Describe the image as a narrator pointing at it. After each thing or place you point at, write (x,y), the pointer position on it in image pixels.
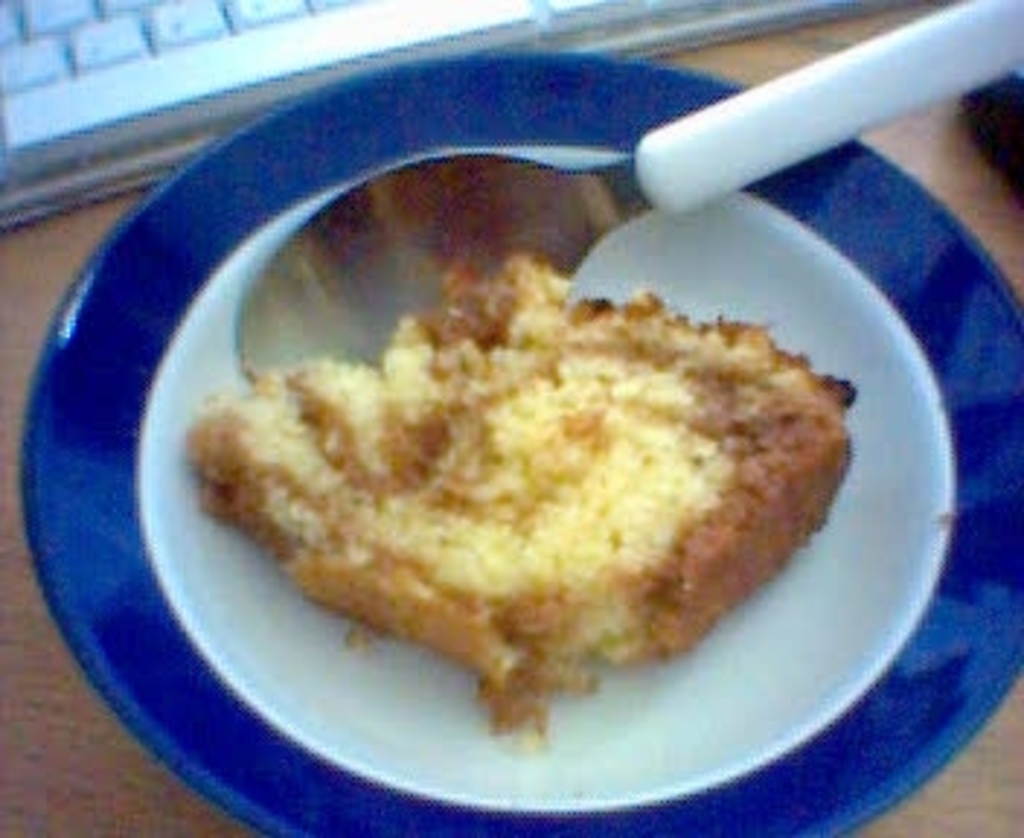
In this image we can see food item (489,342) and a spoon (437,181) on a plate (282,678). The plate (590,270) is placed on a wooden surface (37,250). At the top (244,18) we can see a keyboard (175,18).
